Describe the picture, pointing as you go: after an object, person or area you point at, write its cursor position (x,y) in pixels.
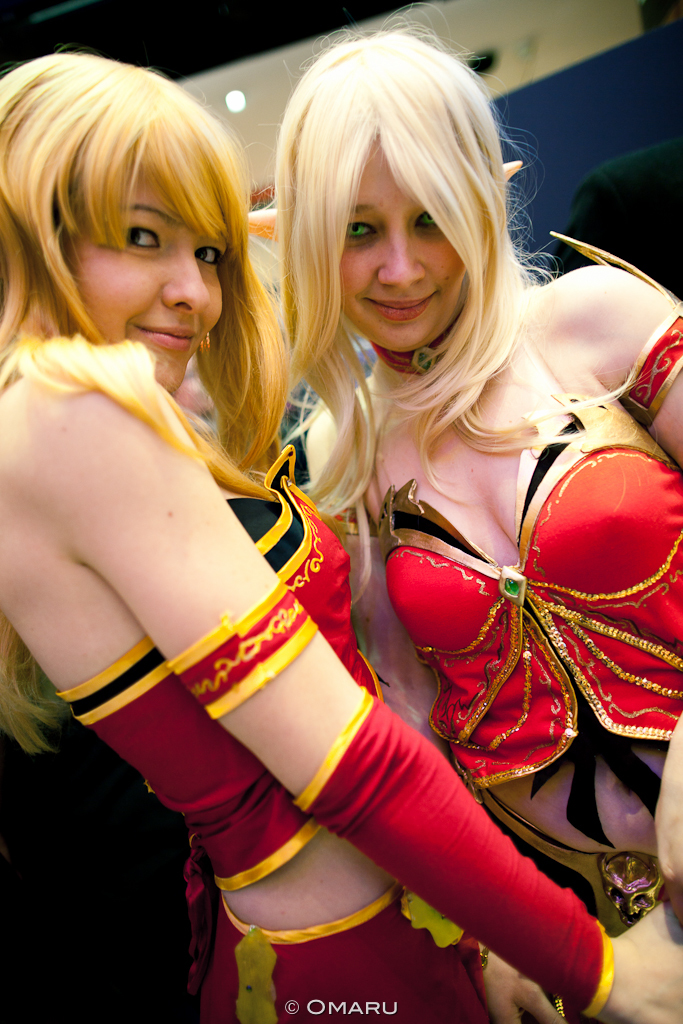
This image consists of two women (520,739) wearing red dress (520,739). In the background (580,49), we can see a light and a wall (624,126).
